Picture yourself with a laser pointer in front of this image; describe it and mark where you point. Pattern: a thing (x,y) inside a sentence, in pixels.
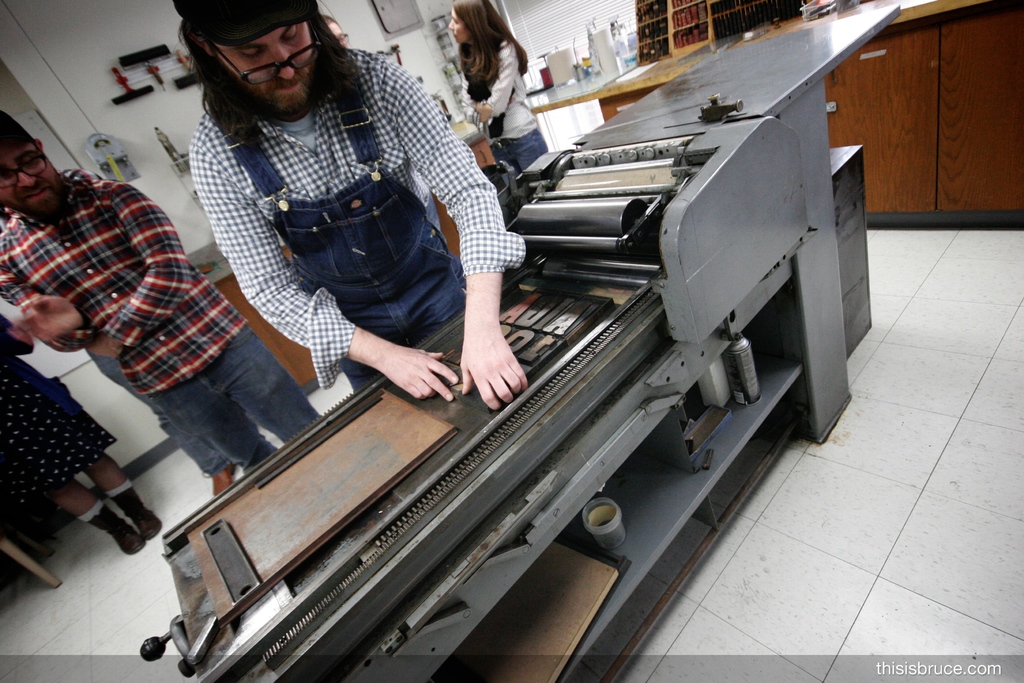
In this image we can see a machine (662,259). Behind the machine (485,558), we can see men (383,221) and women (56,450) are standing. In the background (126,117), there is a wall (36,59), table (545,89) and so many objects (99,158). On the right side of the image (892,507), we can see the floor (919,553).
